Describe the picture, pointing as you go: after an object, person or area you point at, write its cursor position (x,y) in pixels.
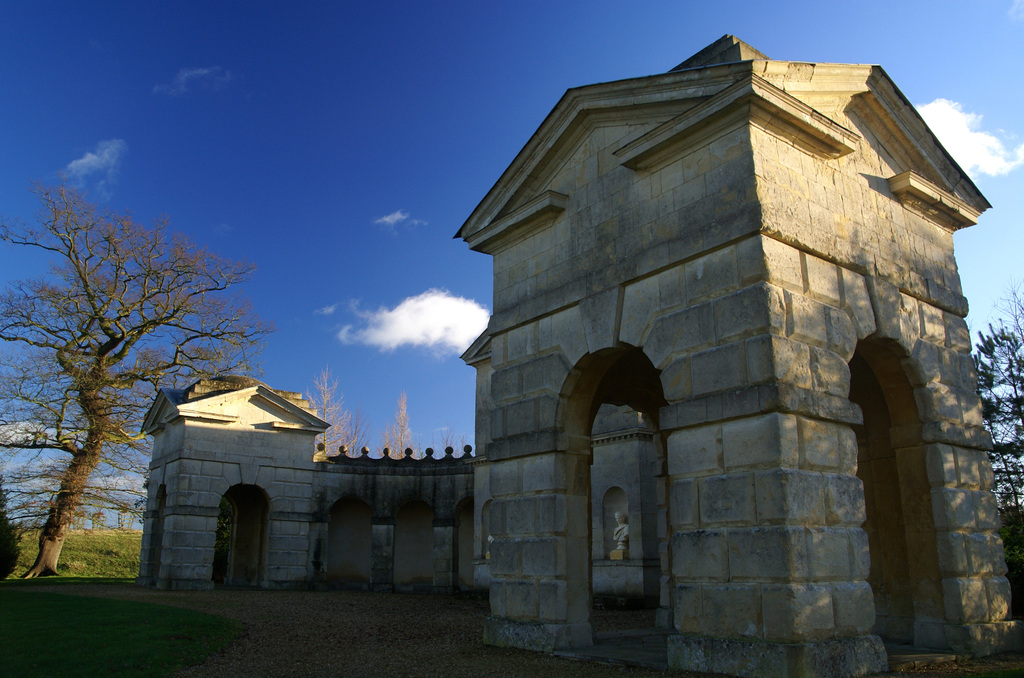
In this image I can see in the middle (549,294) it looks like a statue (617,520) and it may be the building (770,435), there are trees (997,465) on either side of this image. At the top (437,135) it is the cloudy sky (449,150).
